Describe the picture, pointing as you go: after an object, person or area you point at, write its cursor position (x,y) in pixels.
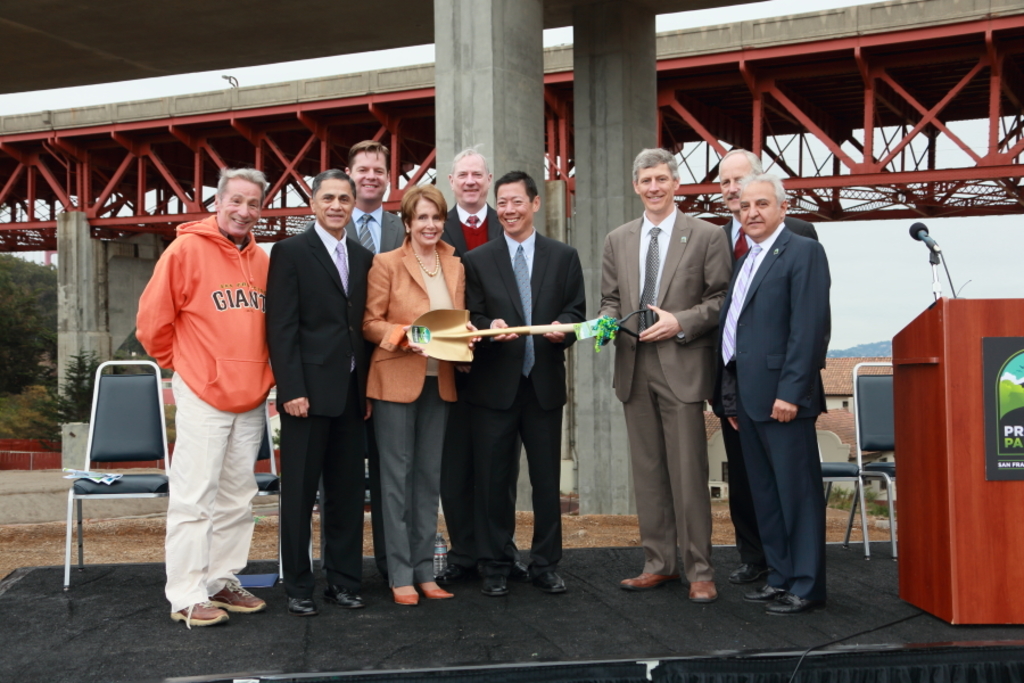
This image consists of many people (389,317) standing. At the bottom (640,648), there is a dais (520,636) in black color. To the right (975,512), there is a podium (956,416) along with a mic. In the background (273,43), there are pillars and a bridge (271,195).
